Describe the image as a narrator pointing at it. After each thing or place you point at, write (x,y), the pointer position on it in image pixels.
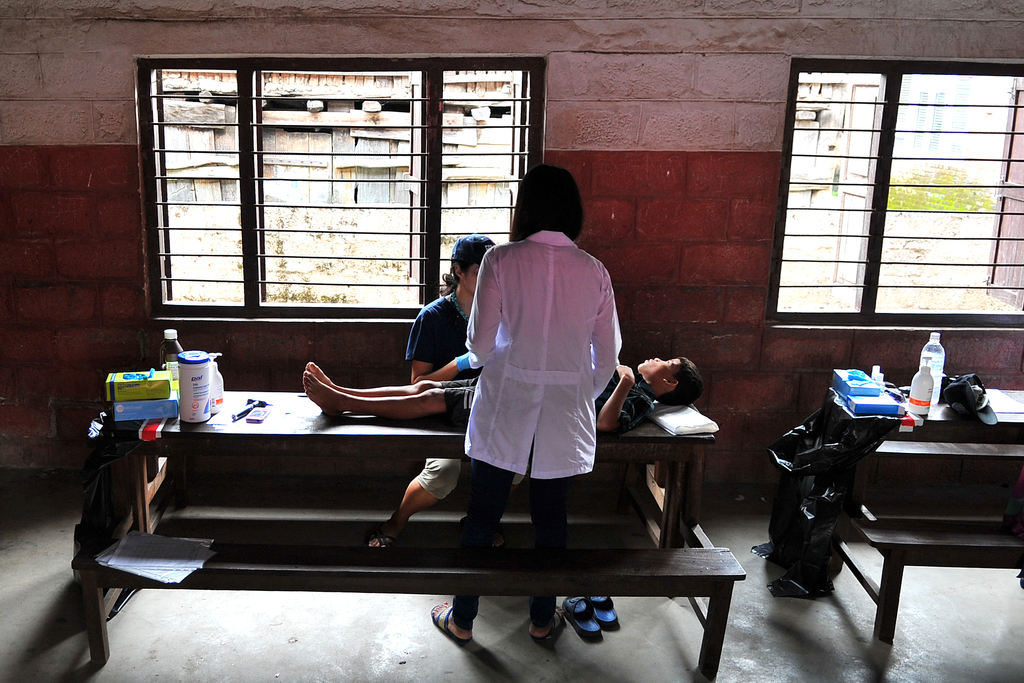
In this image, there are a few people (614,396). Among them, we can see a person (517,471) is standing and a person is sitting. We can also see a person (652,392) lying. We can see some benches (960,529) with objects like bottles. We can see the ground (663,675) and the wall (684,126) with some windows (959,303). We can also see some green colored objects (931,193).
